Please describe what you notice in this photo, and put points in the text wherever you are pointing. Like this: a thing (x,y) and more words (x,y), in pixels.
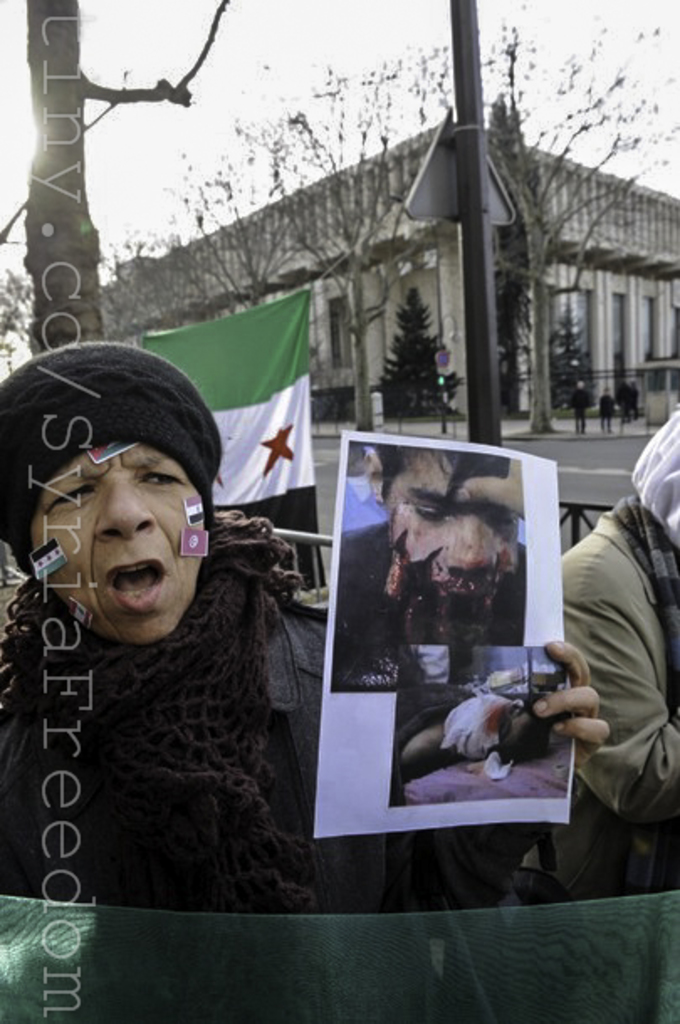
In this image there is a woman (206,601) holding a poster (372,635) in her hand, beside the woman (256,598) there is another person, behind them there is a flag (303,554) and a metal fence (315,541) and a sign board (450,173) on a pole (463,238), in the background of the image (460,279) there are trees (422,307) and a building (435,284), in front of the building (596,404) there are a few people (579,410) standing.
